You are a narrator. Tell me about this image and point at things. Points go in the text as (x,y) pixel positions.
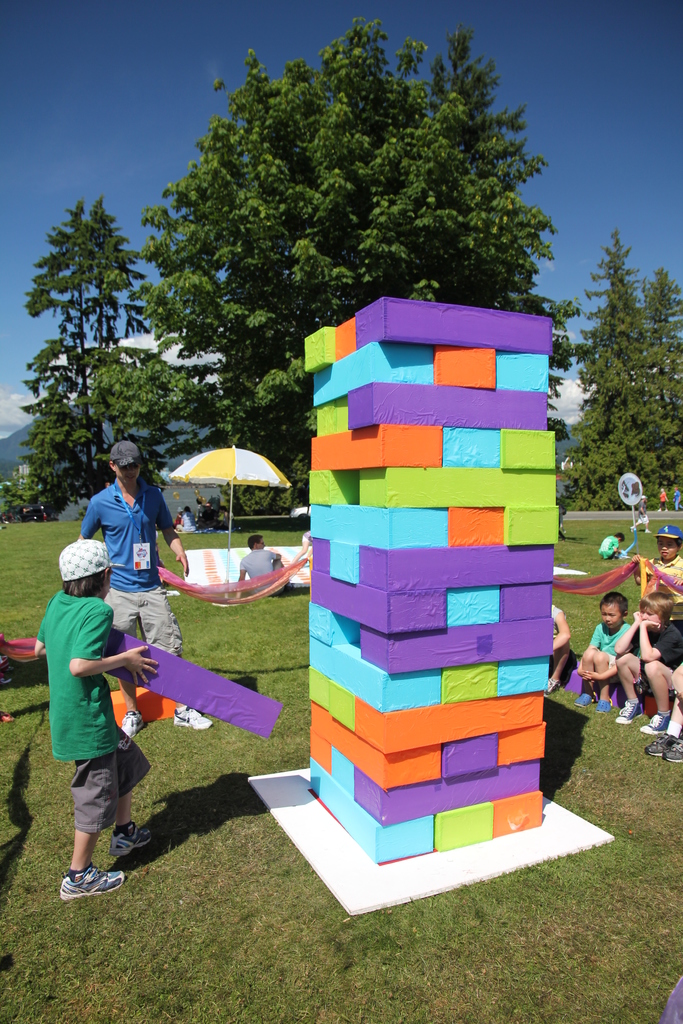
In this image at the center (361,665) there is a building block (399,677). Beside that children (603,680) are sitting on the surface (630,726) of the grass (637,757). At the background (253,364) there are trees (225,140) and sky (193,94).
